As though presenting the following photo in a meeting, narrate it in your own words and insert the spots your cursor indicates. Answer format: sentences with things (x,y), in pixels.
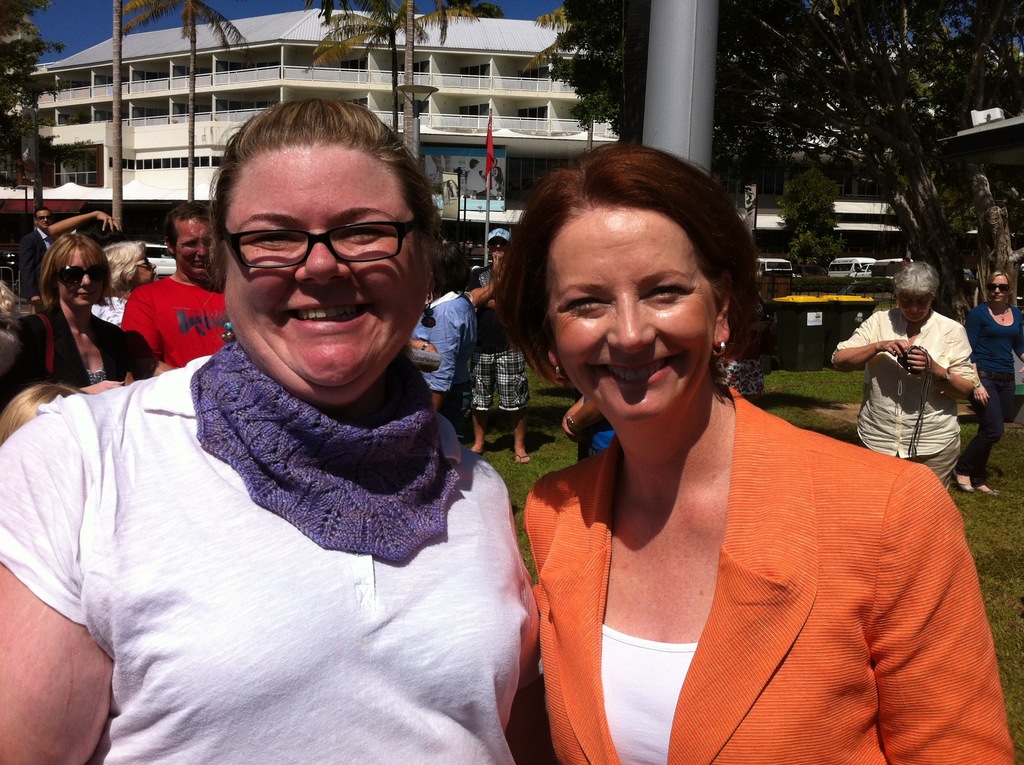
In this image we can see a building (378,89). There are many people (174,358) in the image. There is a grassy land (1004,590) in the image. There is a blue sky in the image. There are many trees (818,261) in the image.
